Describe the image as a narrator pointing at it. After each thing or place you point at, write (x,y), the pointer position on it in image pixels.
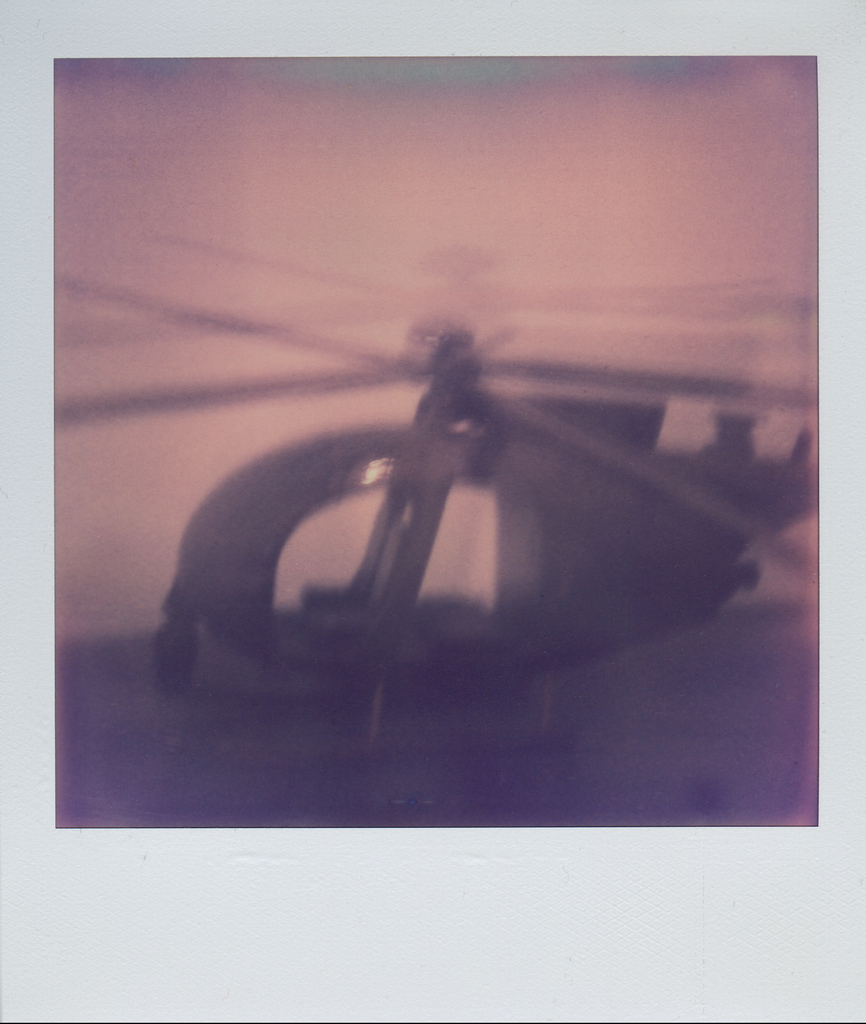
In this image we can see the photograph (475,523) of a helicopter (245,648).
